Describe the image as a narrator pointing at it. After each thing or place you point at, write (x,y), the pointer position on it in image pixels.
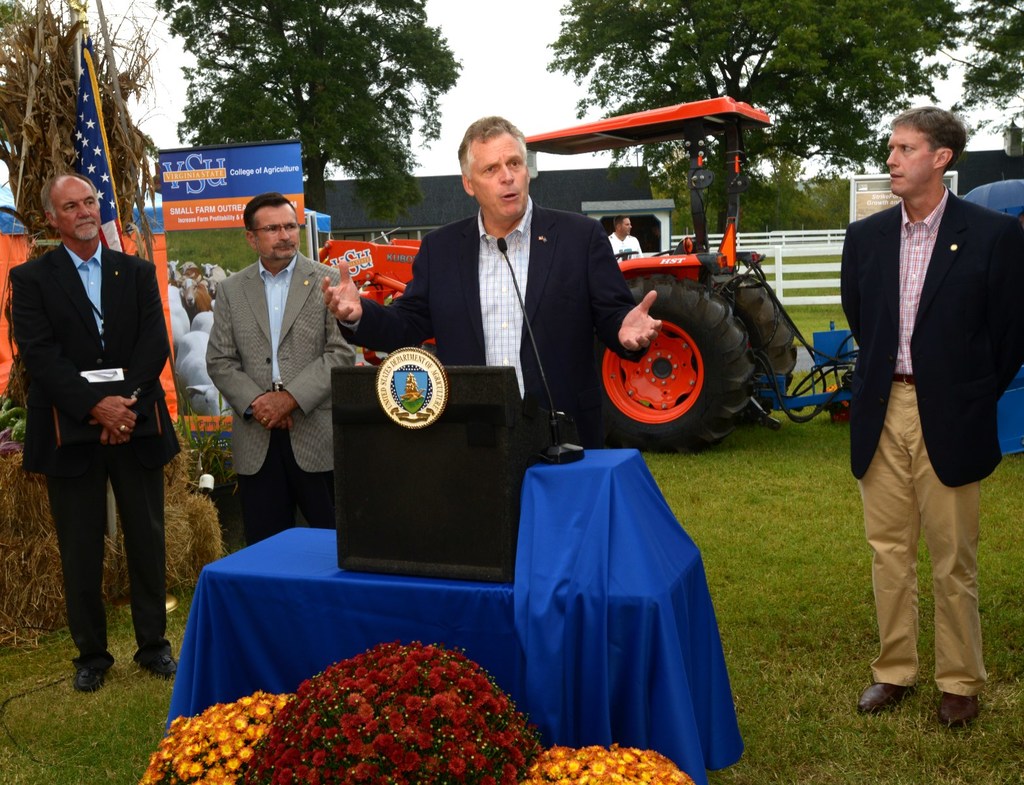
In this image we can see few persons (269,515) are standing and a man (545,361) is standing at the table (587,488) and there is a microphone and objects (489,435) on the table (504,663). At the bottom (230,738) we can see flowers (412,730). In the background (91,150) there is a tractor (324,259), trees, flag (83,162), hoardings (298,144) and sky (567,97).
